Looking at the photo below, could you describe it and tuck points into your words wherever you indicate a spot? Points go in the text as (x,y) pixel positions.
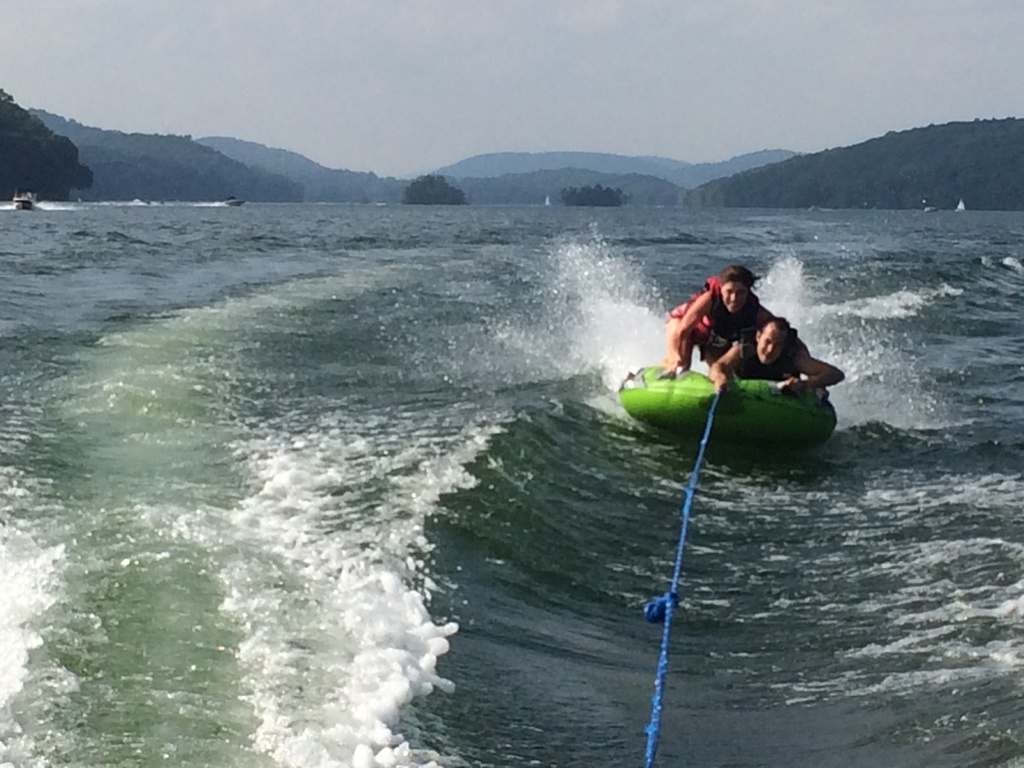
In this picture we can observe two persons (736,325) tubing in the lake (537,432). In the background (65,179) there are hills (276,193) and trees (30,172). We can observe a sky (487,79).
